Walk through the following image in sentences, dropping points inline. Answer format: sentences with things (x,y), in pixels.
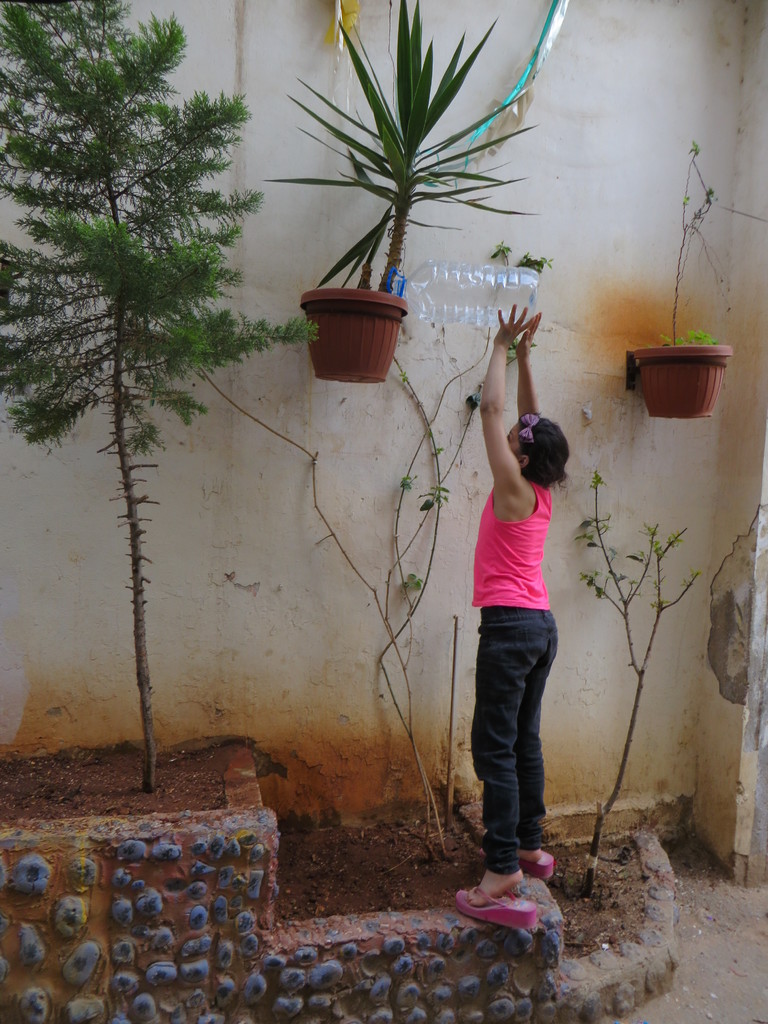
In this picture there is a woman (510,656) who is wearing t-shirt (506,583), jeans (495,740) and sandals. She is holding a water bottle (526,322). At the top (370,291) I can see the pots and plants (429,180) which are hanging on this wall (520,256). On the left (90,247) there is a small tree (64,232).
